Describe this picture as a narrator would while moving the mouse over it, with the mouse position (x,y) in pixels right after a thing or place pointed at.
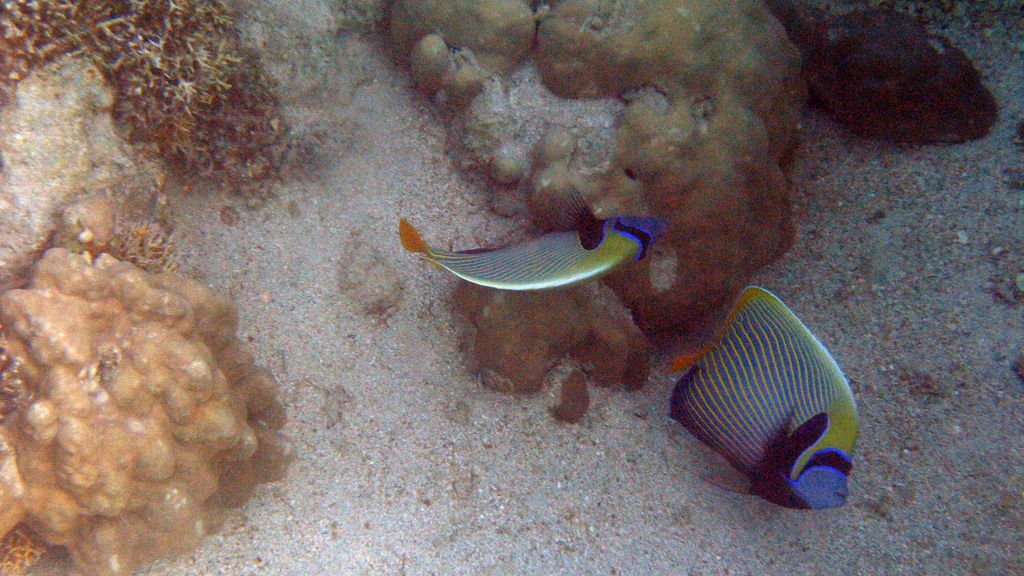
I think this picture is taken under the ocean (538,456). In the center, there are two fishes (738,483) which are in different colors. On the top (461,103), there are stones (749,93) and plants (195,2).
